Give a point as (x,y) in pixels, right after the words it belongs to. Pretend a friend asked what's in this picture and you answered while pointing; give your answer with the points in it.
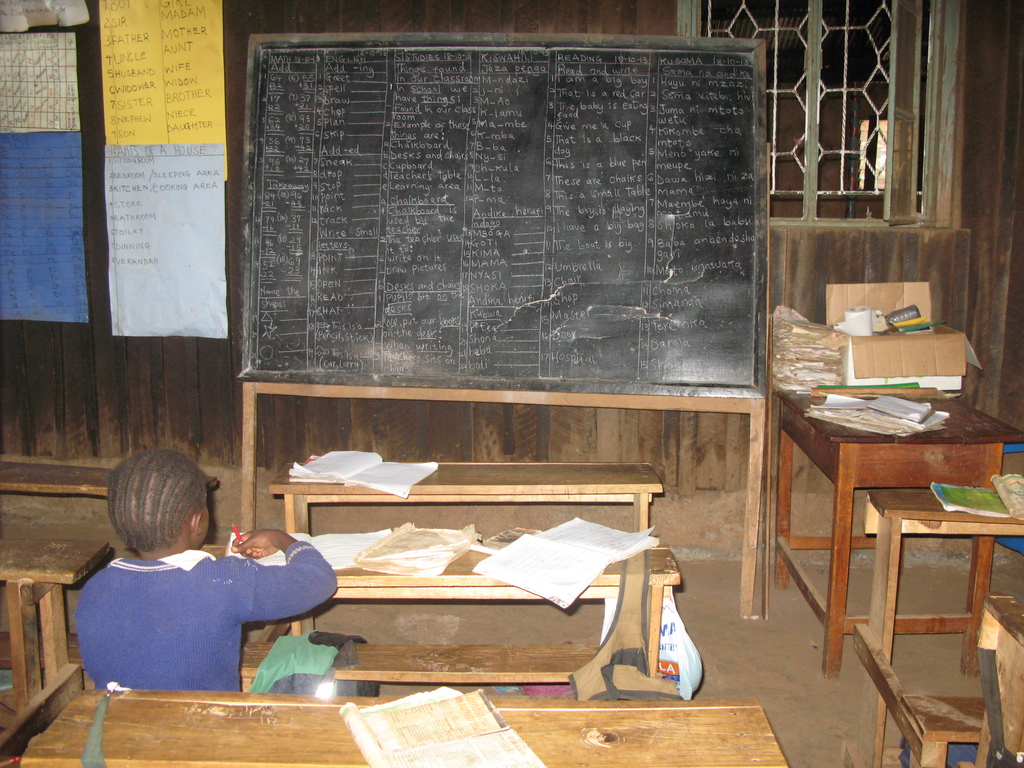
In this image we can see a table (830,466), benches (607,746), books (438,763), box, and few objects (643,675). There is a person (255,582) sitting on the bench (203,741). In the background (172,438) we can see posters (31,77), board (414,331), wall (1003,391), and a window (831,117).
